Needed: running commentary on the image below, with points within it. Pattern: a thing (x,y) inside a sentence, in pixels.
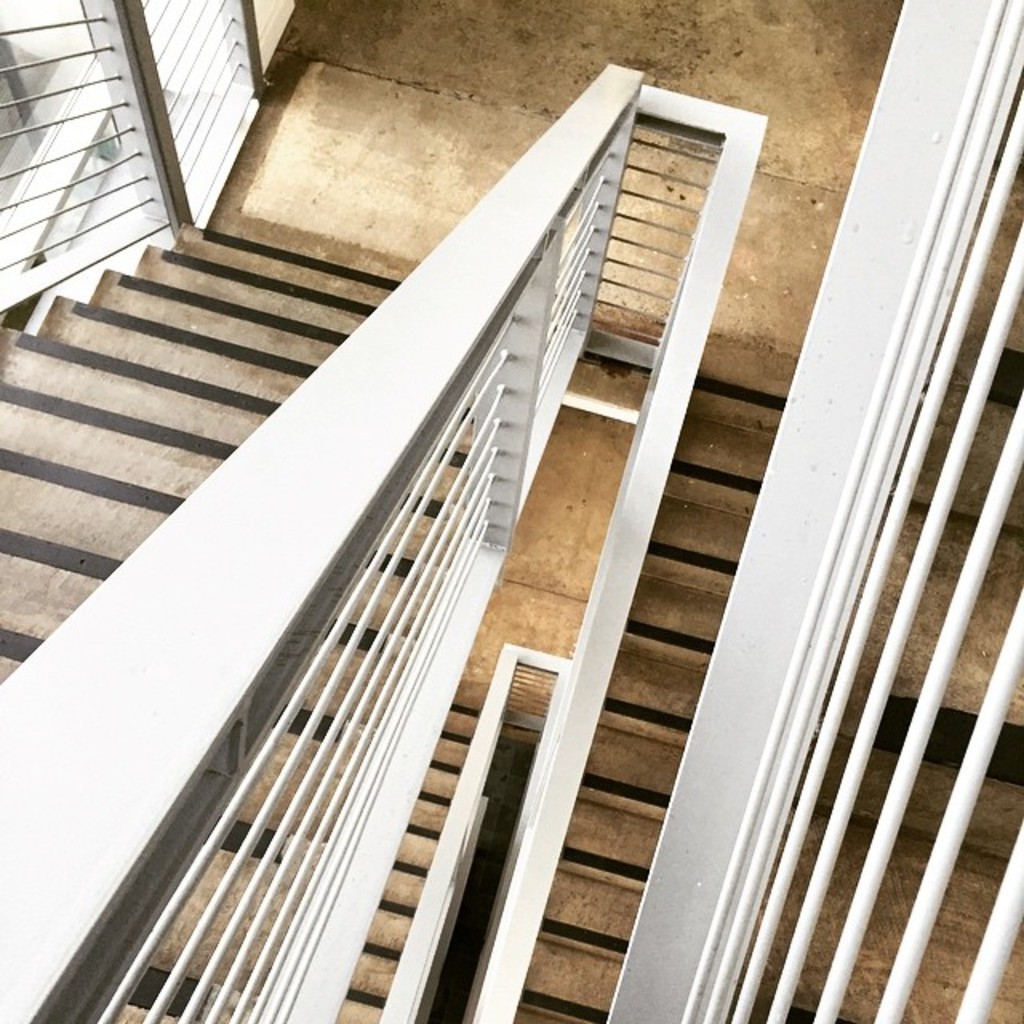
This picture is clicked inside. On the right corner (949,229) we can see the metal rods (887,562). In the center (671,370) we can see the staircase (609,972), handrail (410,638) and the ground (389,162).
